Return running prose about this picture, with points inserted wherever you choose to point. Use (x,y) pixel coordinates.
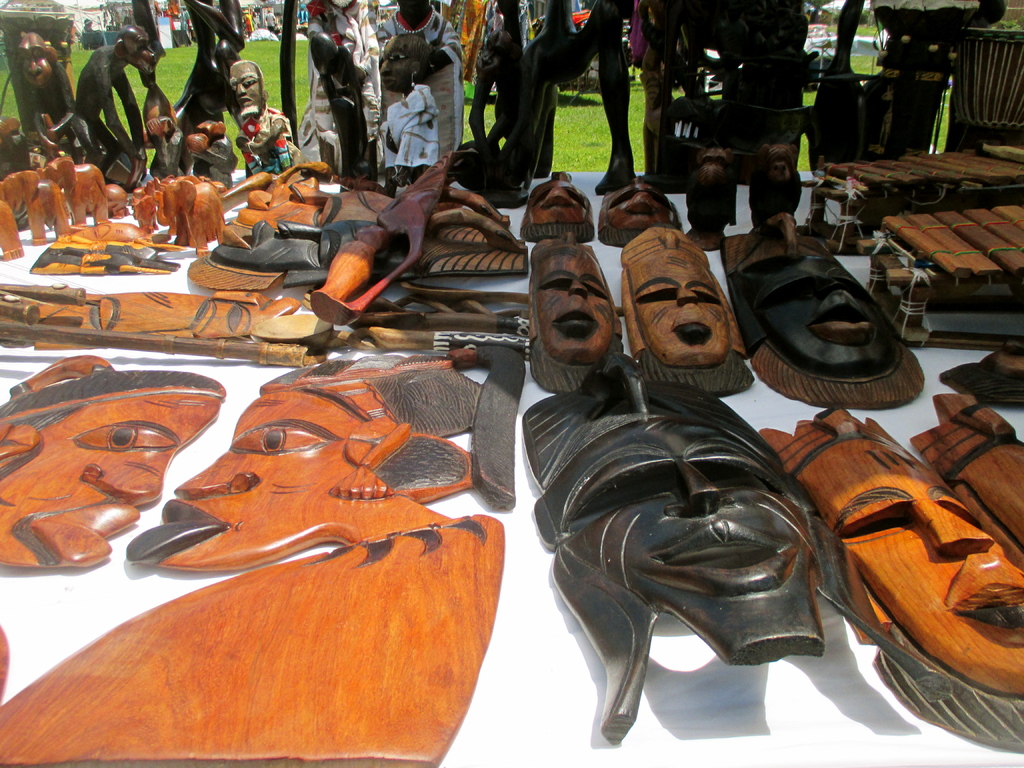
In the center of the image (594,440) we can see toys (210,188) and masks (588,356) which are made by wood (458,330). At the top of the image (442,68) we can see some persons (432,30), pole (284,36), grass (572,112). At the bottom of the image (542,679) there is a cloth (579,697).
